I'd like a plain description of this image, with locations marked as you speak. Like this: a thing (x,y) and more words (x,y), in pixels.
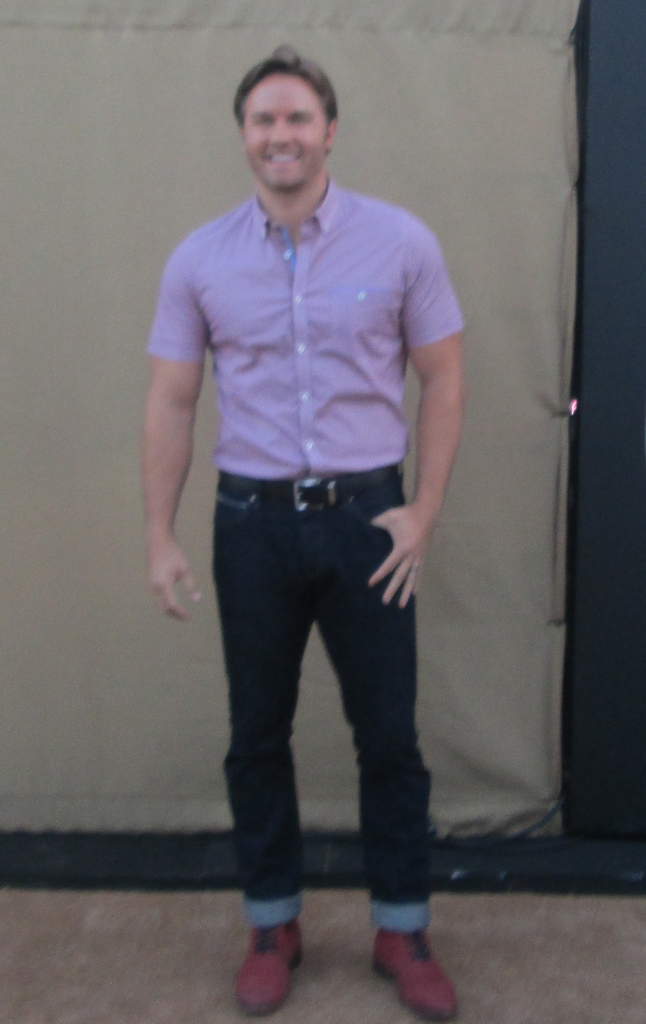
In this image we can see a man (269,562). In the back (379,109) there is a wall (379,119).
